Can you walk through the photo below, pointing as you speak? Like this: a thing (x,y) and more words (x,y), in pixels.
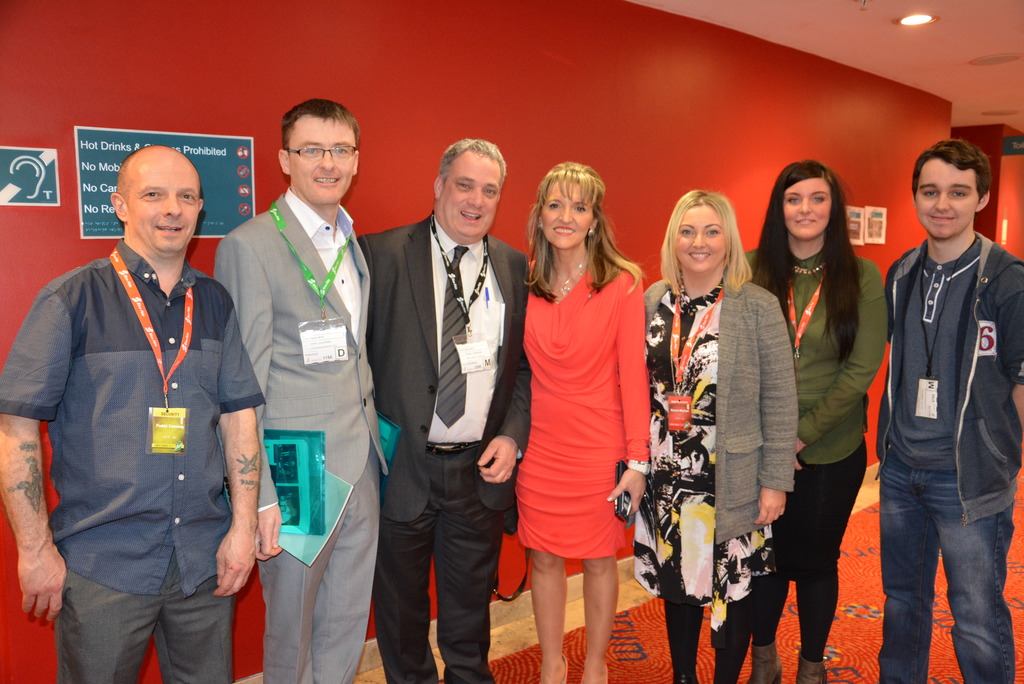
In this image we can see some people (734,481), books (288,481) and other objects (344,488). In the background of the image (690,163) there is a wall (464,86), boards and other objects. On the right side (1000,32) top of the image (723,18) there is a ceiling (733,8) with light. At the bottom of the image (671,680) there is the floor (663,670).
